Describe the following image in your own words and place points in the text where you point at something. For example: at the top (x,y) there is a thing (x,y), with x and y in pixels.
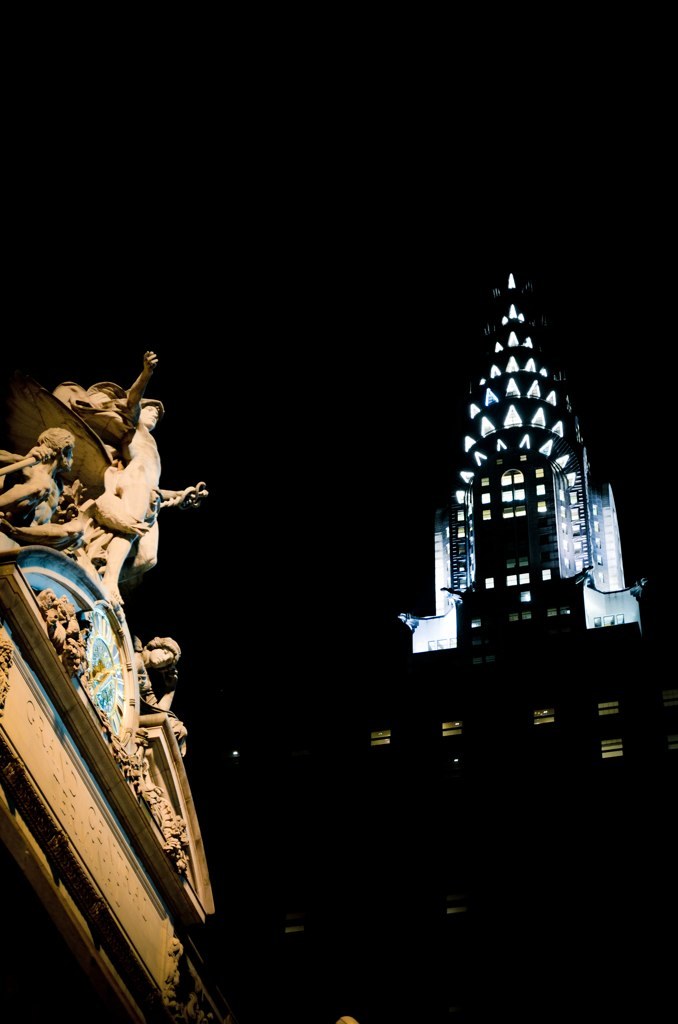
In this image on the left side (84,609) there are statues (136,536). In the background (507,619) there is a building (501,626).
